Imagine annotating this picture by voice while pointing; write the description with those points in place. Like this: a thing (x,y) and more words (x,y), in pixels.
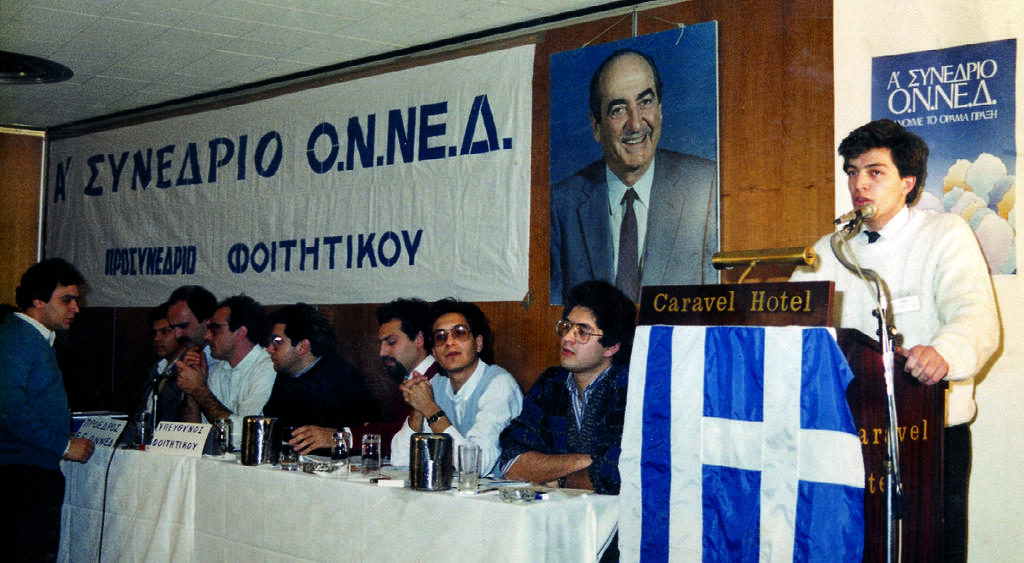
In this image, we can see some people (465,429) sitting on the chairs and there is a table (437,491), on that table (254,473) there are some glasses (227,441) kept, we can see a man (905,258) standing and he is speaking into the microphone (890,457).
